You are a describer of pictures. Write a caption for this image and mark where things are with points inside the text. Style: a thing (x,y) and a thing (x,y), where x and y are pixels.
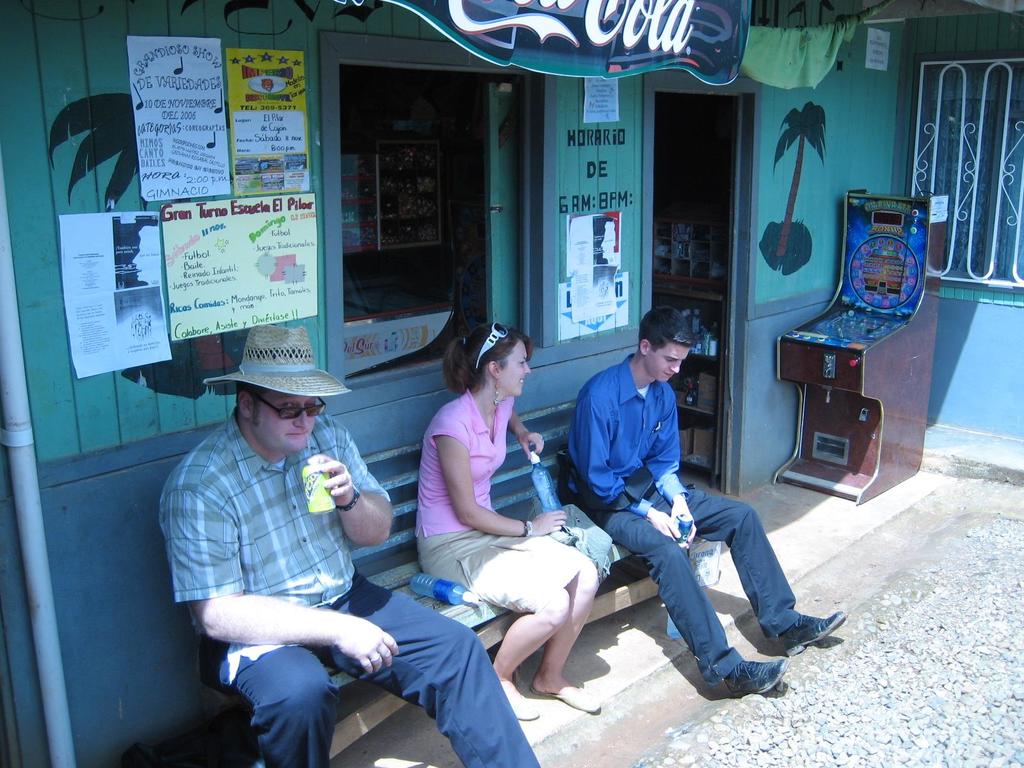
In this picture we can see two men (655,448) and a woman (476,486) sitting on a bench (506,479), stones (801,736), bottles (535,453), posters (144,75), window (971,105), pipe (49,726) and in the background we can see some objects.
